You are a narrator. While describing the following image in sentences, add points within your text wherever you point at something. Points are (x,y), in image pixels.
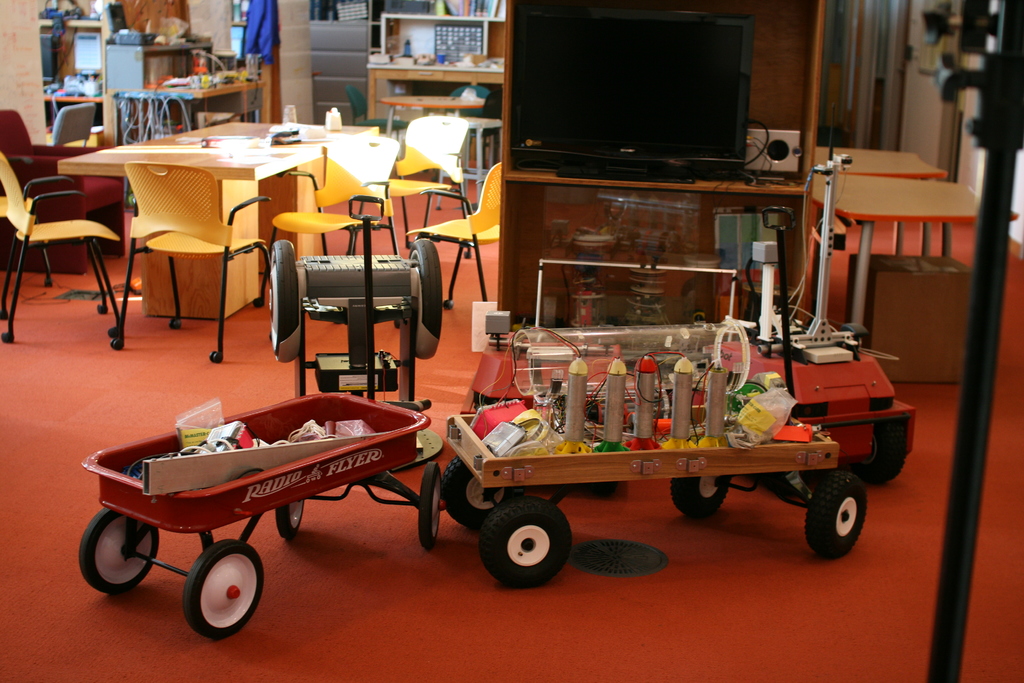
In the image there are trolleys (680,485) with some goods (630,443) and electric equipments (668,379), in the middle (517,258) there is rack (768,55) with tv (678,121) on it. on right (885,207) and left side (175,210) there are chairs (136,210) and tables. the floor (71,288) is of red color.
